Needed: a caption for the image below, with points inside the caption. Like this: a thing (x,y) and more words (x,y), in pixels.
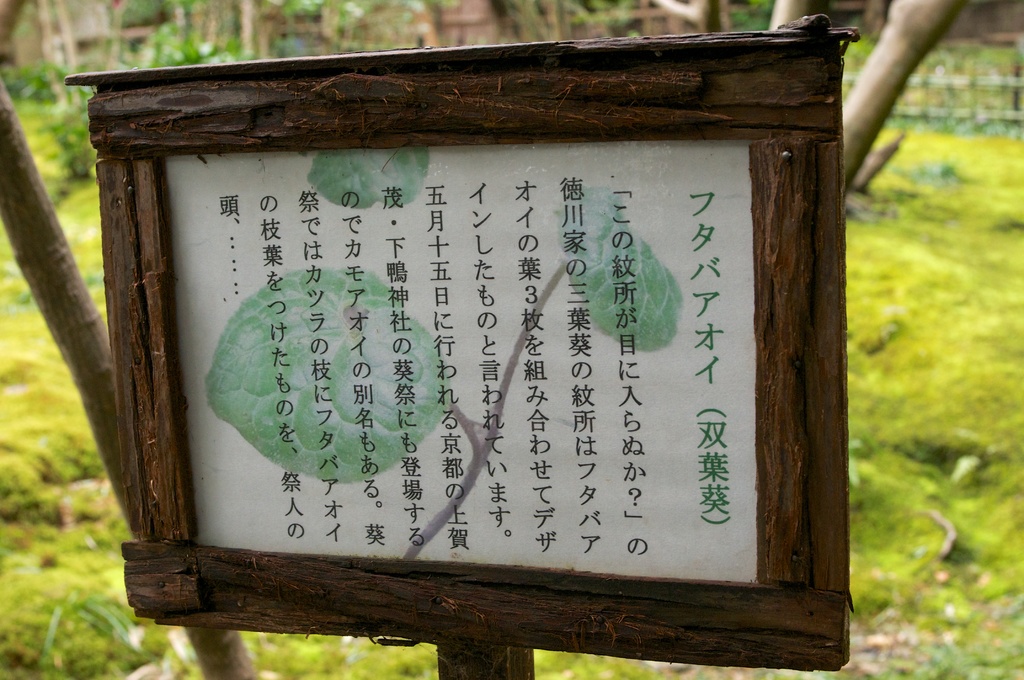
In the picture I can see white color board (491,393) which has something written on it. In the background (938,278) I can see the grass (927,295), trees (27,232), plants (268,4) and some other objects (277,15). The background of the image (917,353) is blurred.
